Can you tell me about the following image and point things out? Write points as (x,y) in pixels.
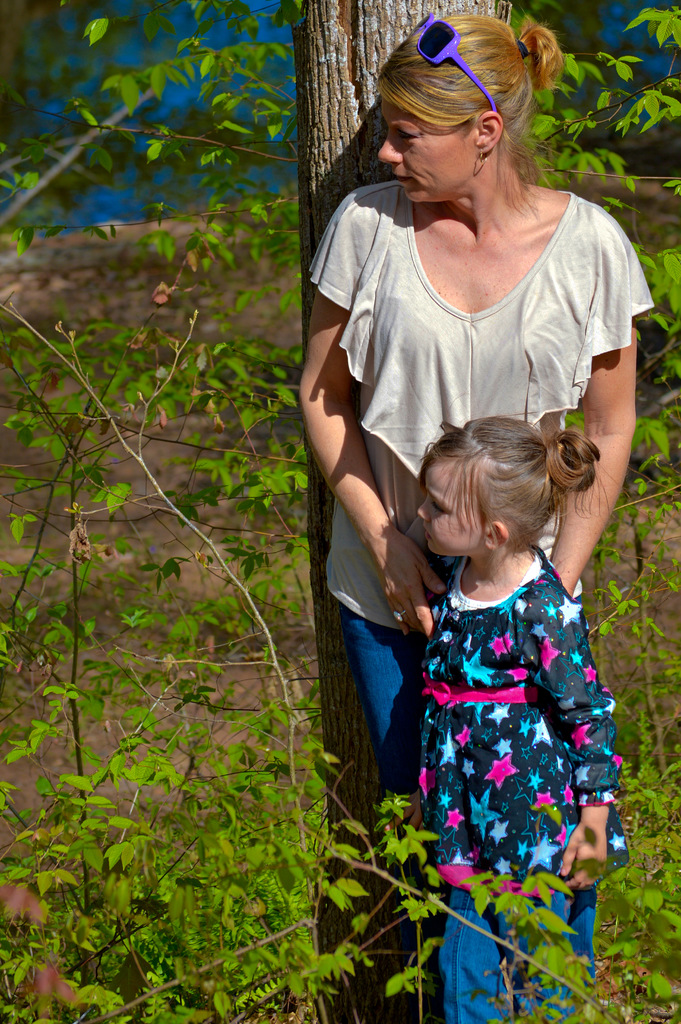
In this image, we can see a lady (453,212) wearing glasses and we can see a kid (490,646). In the background (207,666), there are plants (203,91) and we can see a tree trunk (310,35).
